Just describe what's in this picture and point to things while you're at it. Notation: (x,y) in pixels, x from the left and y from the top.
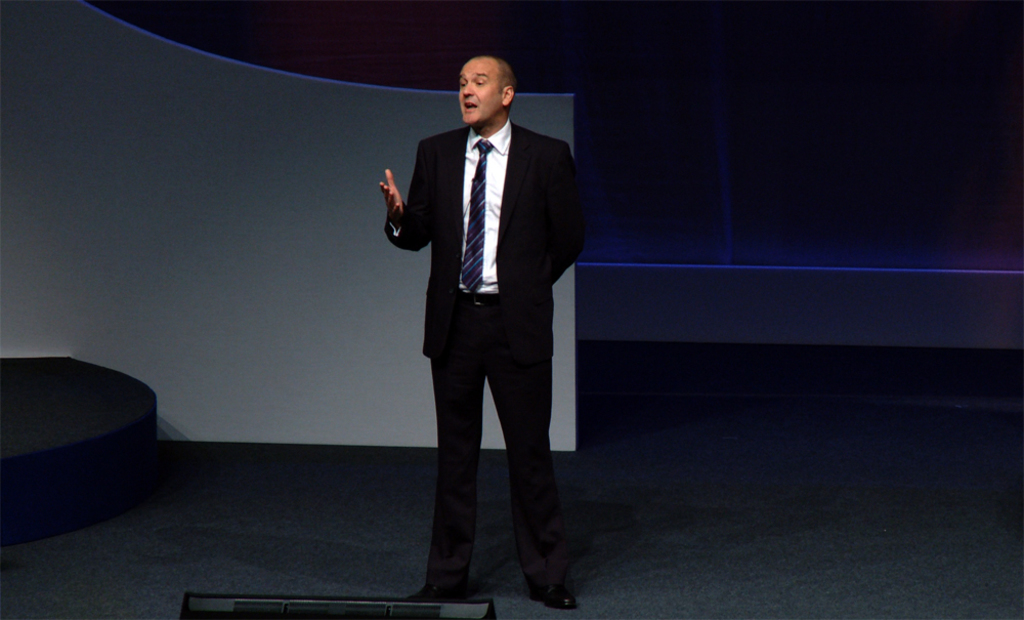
In the image I can see a person (481,258) standing and wearing a blazer (525,303).
